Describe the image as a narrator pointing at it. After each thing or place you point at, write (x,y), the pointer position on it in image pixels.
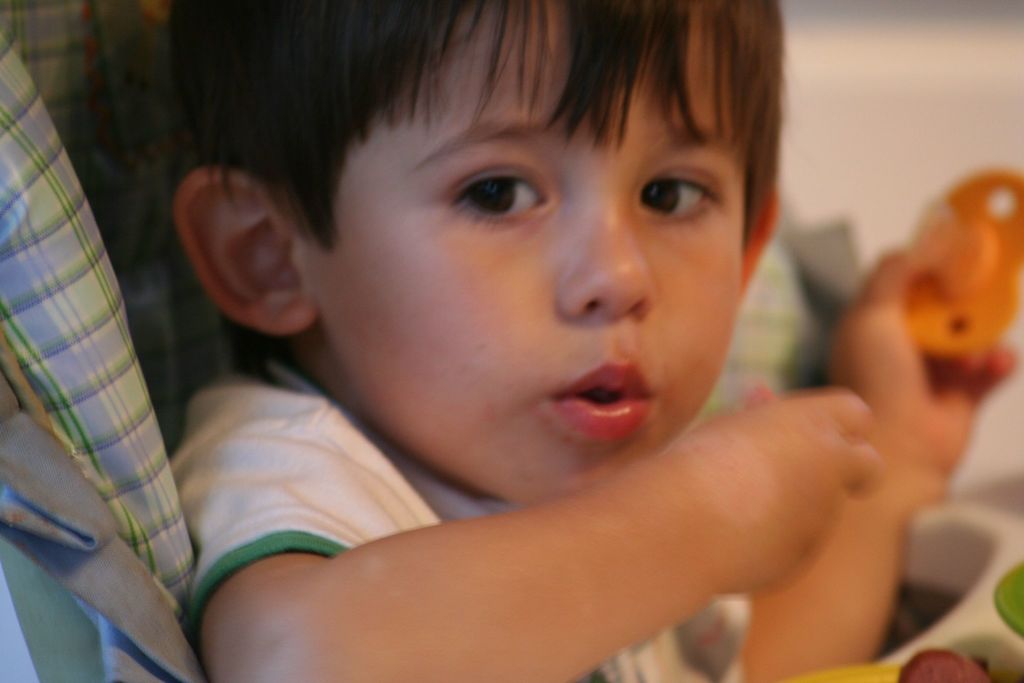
This image consists of a boy (778,162) playing with toys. He is wearing white t-shirt (293,475). The background (842,54) is blurred. To the left (123,463), there is a cloth (39,349).
